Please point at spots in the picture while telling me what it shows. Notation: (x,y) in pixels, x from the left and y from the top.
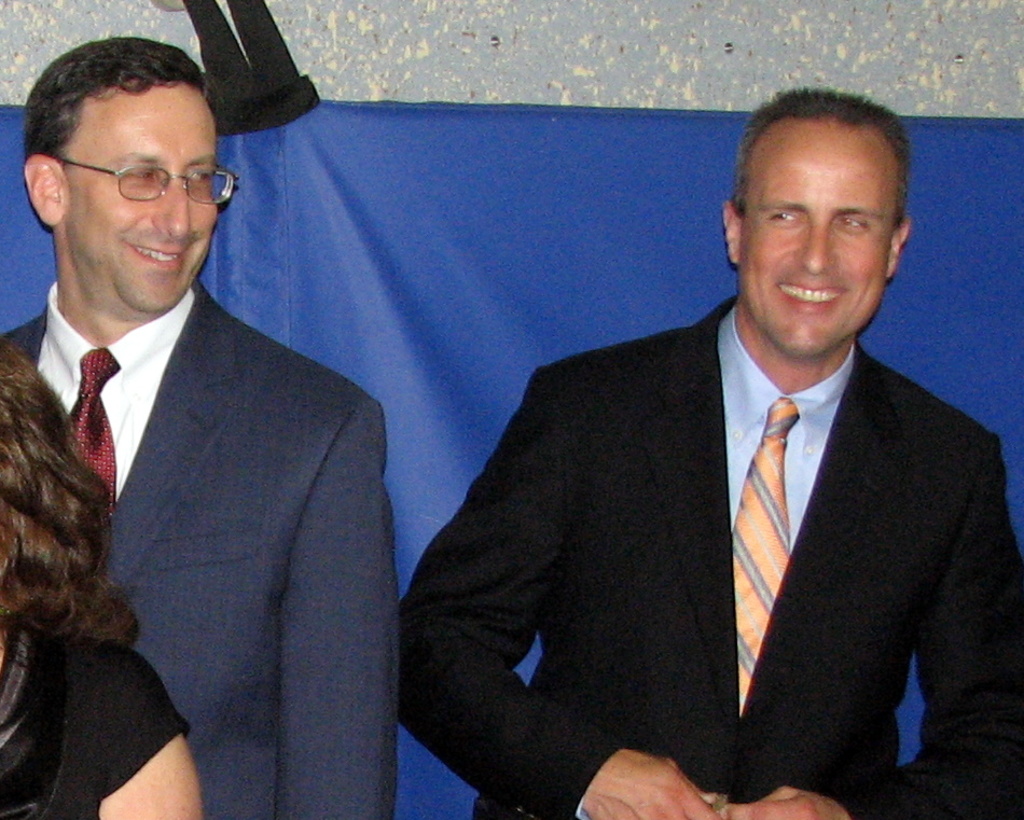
In this image, we can see two men (496,469) in suits (865,552). They are smiling. Background (422,378) there is a cloth (444,299) and wall (375,86). Left side (138,792) bottom corner, we can see human arm (153,785) and hair (50,531). Here we can see black clothes (70,757).
